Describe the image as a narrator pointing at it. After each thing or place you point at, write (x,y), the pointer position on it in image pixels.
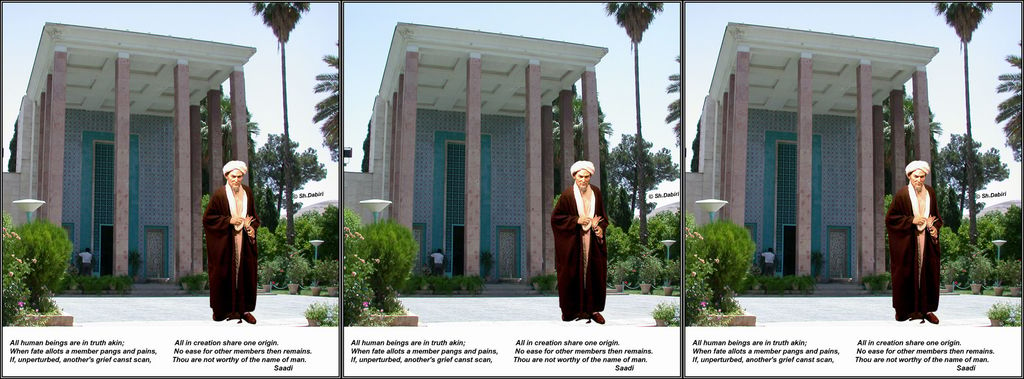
This is the collage of three same images where there is a person (225,289), a building (422,155), few trees (288,205), garden plants (77,279), objects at the top of the poles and the sky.
